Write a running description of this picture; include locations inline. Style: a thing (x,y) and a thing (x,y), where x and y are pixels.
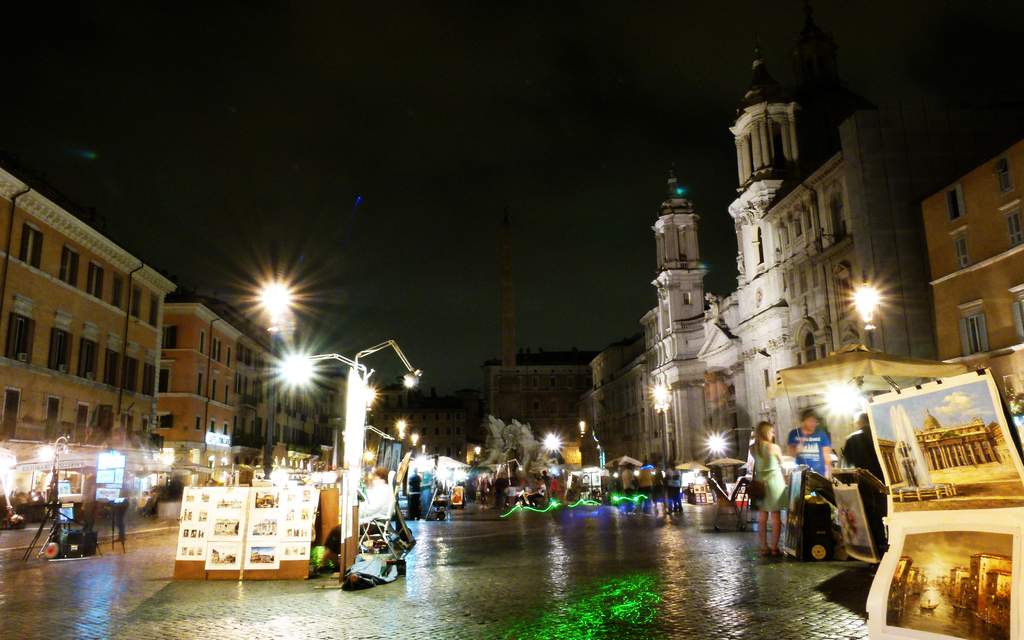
This image is taken during the night time. In this image we can see the buildings (35,393), light poles (273,335) and also the people (874,454) standing on the path (614,526). We can also see the boards (284,525) with photographs (954,550). We can also see some other objects (77,501) on the path (436,548). Image also consists of tents (843,373) for shelter. Sky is also visible at the top (483,79).
